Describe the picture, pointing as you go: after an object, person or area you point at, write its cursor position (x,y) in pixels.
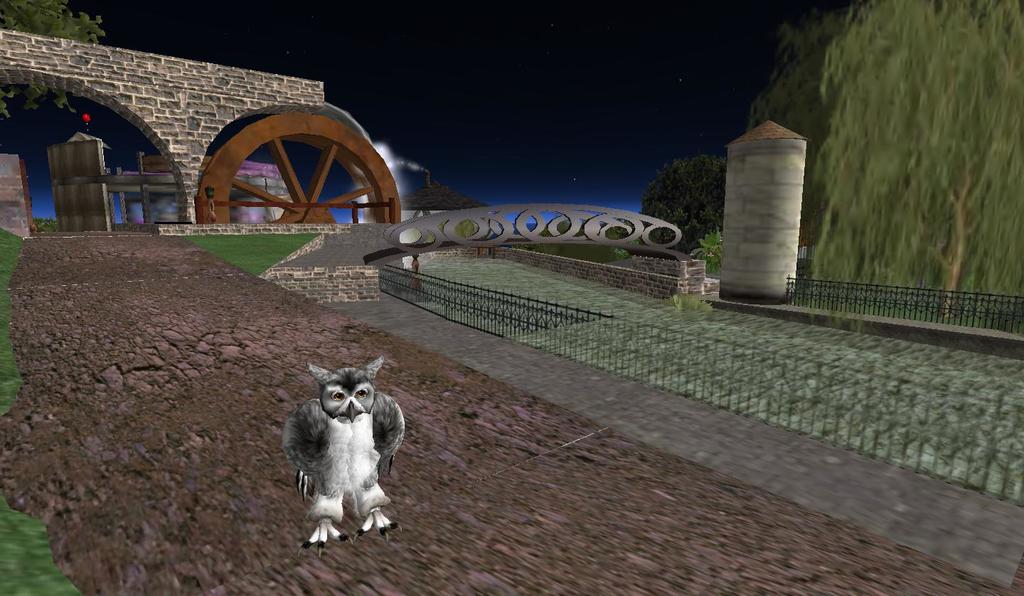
This picture is an edited image, in the picture I can see an animal (370,412) and fence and trees (968,157) on the right side (1003,156), at the top (408,85) there is the sky (623,119) and entrance wall (19,53) and wheel (323,170) visible in the middle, on the left side (27,25) I can see a tree (42,91).
